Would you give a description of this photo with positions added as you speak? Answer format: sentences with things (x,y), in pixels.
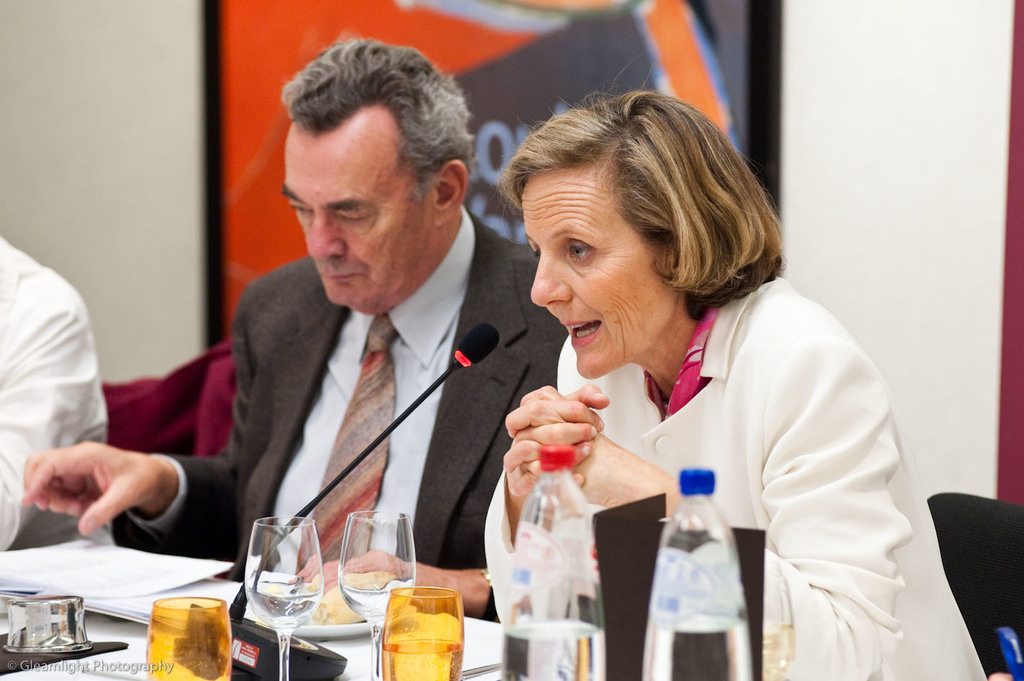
In the image we can see there are people (434,397) sitting on the chair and there are wine glass (349,597) and water bottle (566,663) kept on the table (364,675). There is mic (255,627) with a stand (269,646) and there are papers (182,580) kept on the table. Behind there is photo frame (479,48) on the wall (74,84).
